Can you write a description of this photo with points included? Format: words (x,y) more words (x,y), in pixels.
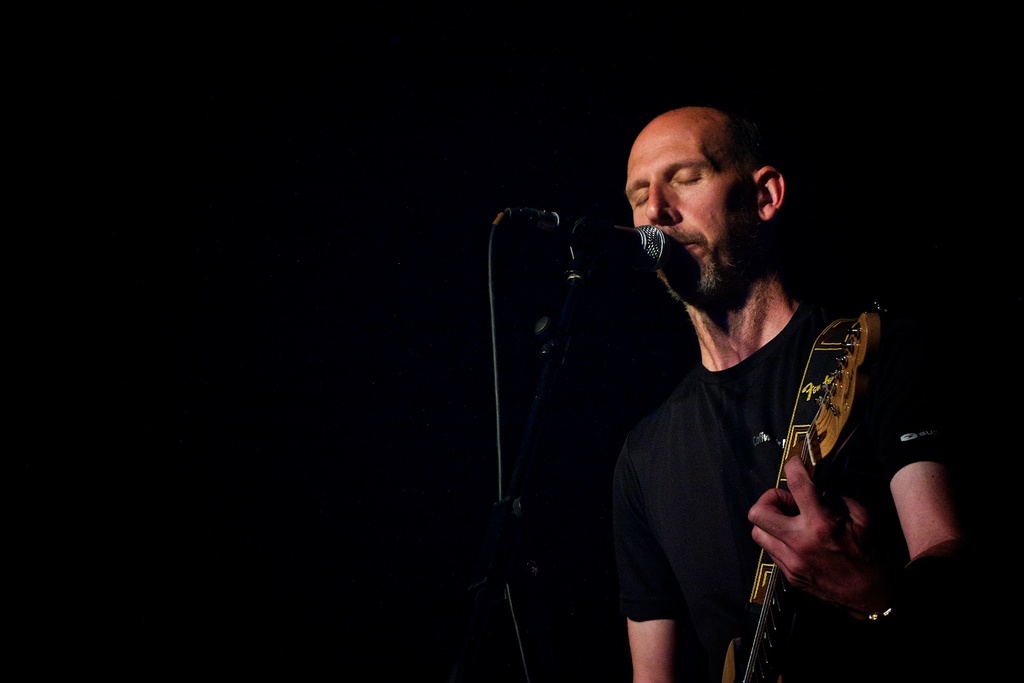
This image is clicked in a concert. There is a man (766,551) playing guitar (783,463) and singing. He is wearing black t-shirt (687,528). In front of him, there is a mic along with mic stand (530,408). The background (234,20) is too dark.
